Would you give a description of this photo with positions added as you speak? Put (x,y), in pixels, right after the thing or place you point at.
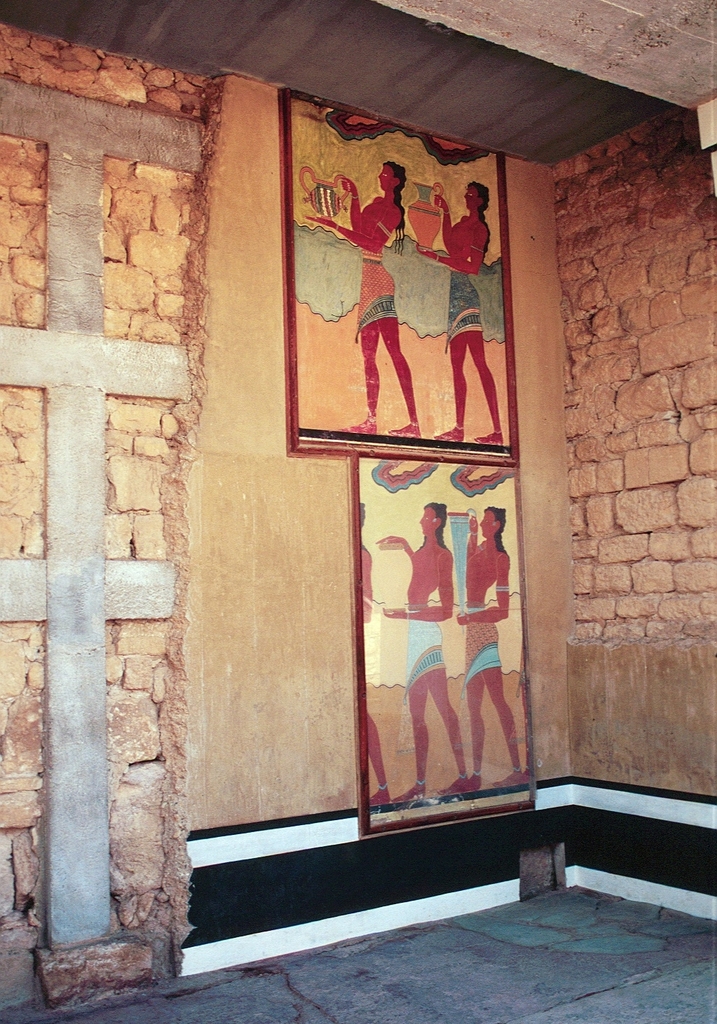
In this image we can see wall hangings (401,542) attached to the wall (263,337) and the wall (142,119) is built with cobblestones (142,768).
